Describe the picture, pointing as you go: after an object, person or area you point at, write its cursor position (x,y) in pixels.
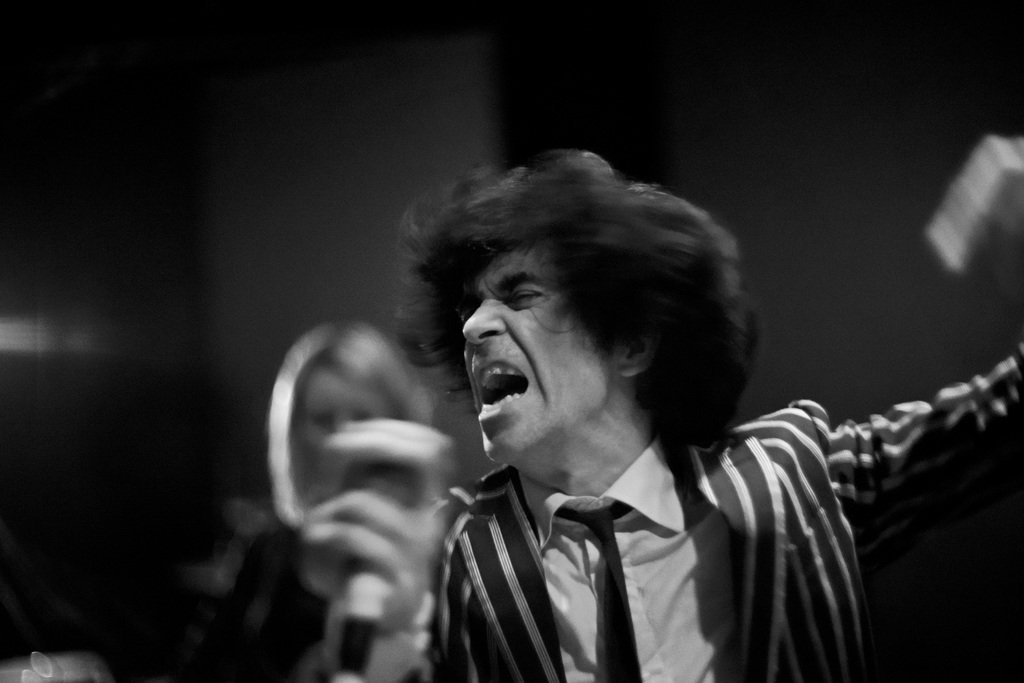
It is a black and white picture. In the center of the image (658,421) we can see one person (689,564) is standing and he is holding one microphone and he is in different costume (547,543). On the right side of the image (965,240) we can see one white color object (940,230). In the background (15,145) there is a wall (206,270), one person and a few other objects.
